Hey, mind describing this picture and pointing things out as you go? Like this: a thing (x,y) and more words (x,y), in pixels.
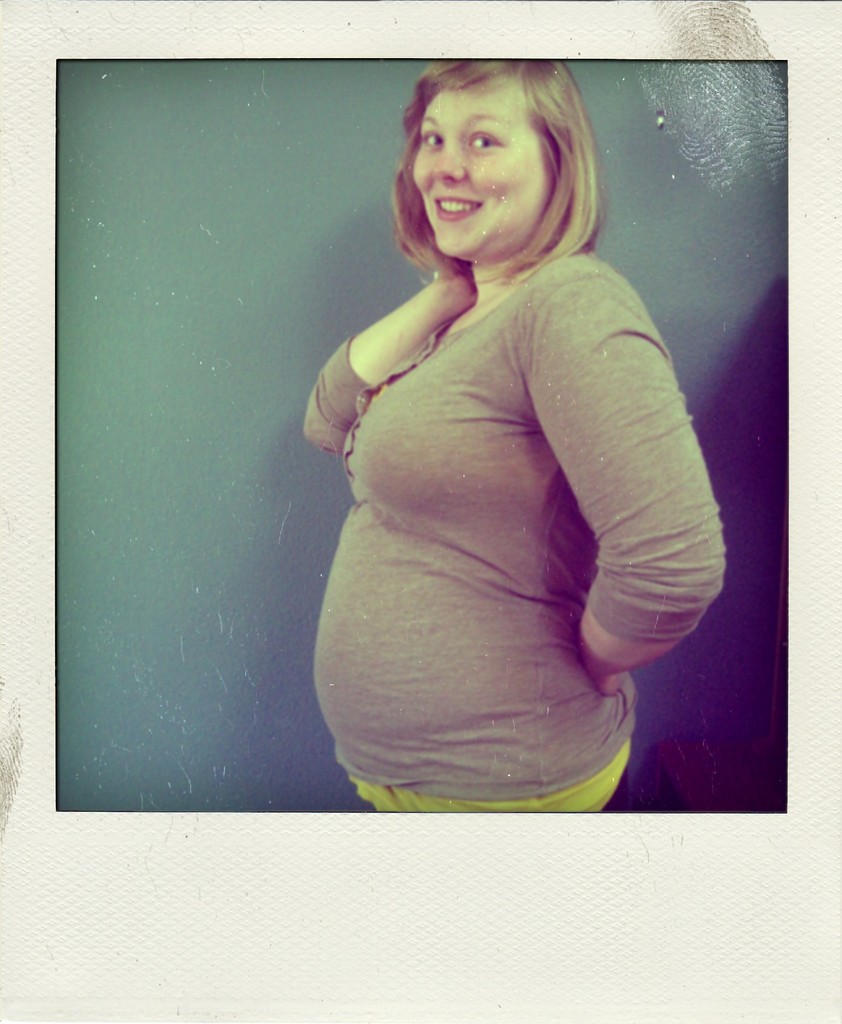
In this image we can see the picture of a woman (550,514) standing.
